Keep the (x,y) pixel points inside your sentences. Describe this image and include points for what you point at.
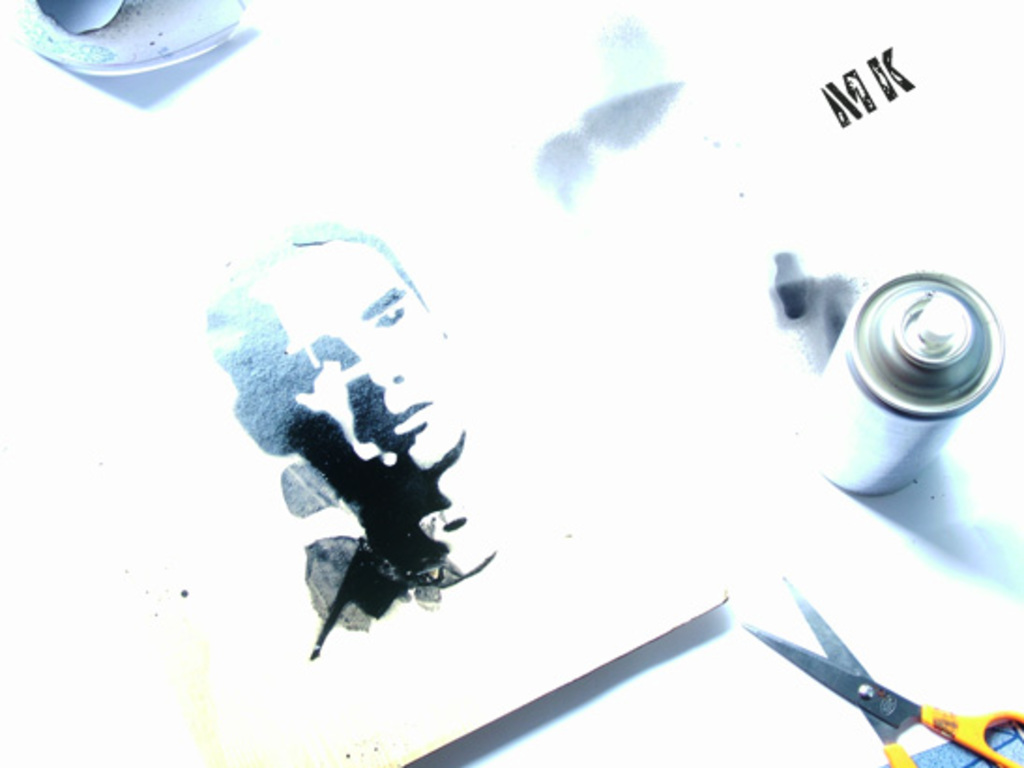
In this image there is a scissor (834,668), there is a spray can (874,418) and there is the image of the person (418,479) and there is some text (878,94) written on the image and on the top left (147,48) there is an object (147,48) which is white and grey in colour.
